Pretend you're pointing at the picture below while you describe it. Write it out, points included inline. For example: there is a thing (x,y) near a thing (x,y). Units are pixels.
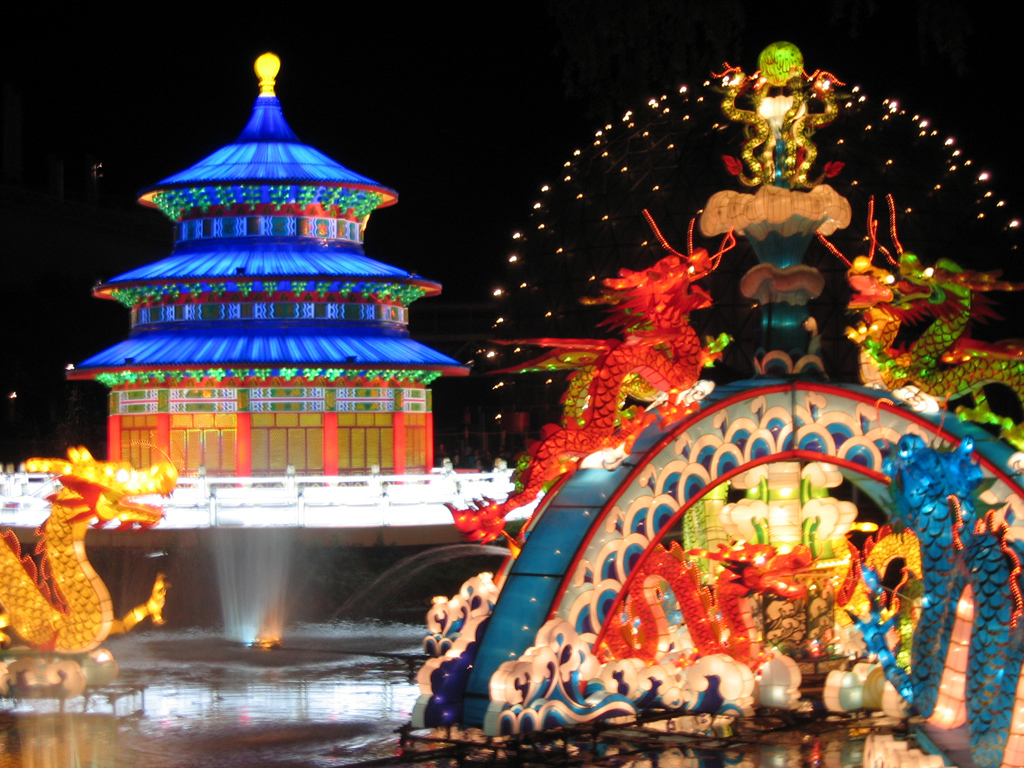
In this image I can see a tower (353,241) on the left side (277,430) In the background (470,190) I can see the sky (497,67) and it seems to be very dark and on the right side (765,59) I can see a decorative item (781,179) and lightnings (596,140) and at the bottom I can see fountain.
